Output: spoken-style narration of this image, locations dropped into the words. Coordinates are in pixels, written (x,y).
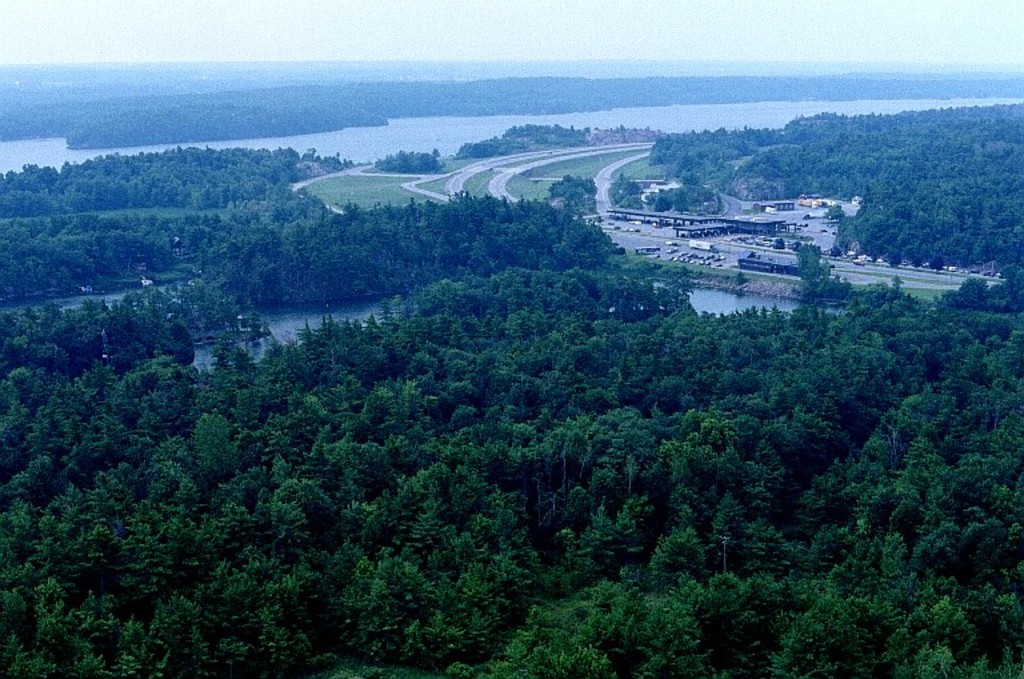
In the image there are many trees (542,347) and also there are roads (521,155) with vehicles (645,246). There is water (51,140) in the image. At the top of the image (169,11) there is a sky (942,57).
